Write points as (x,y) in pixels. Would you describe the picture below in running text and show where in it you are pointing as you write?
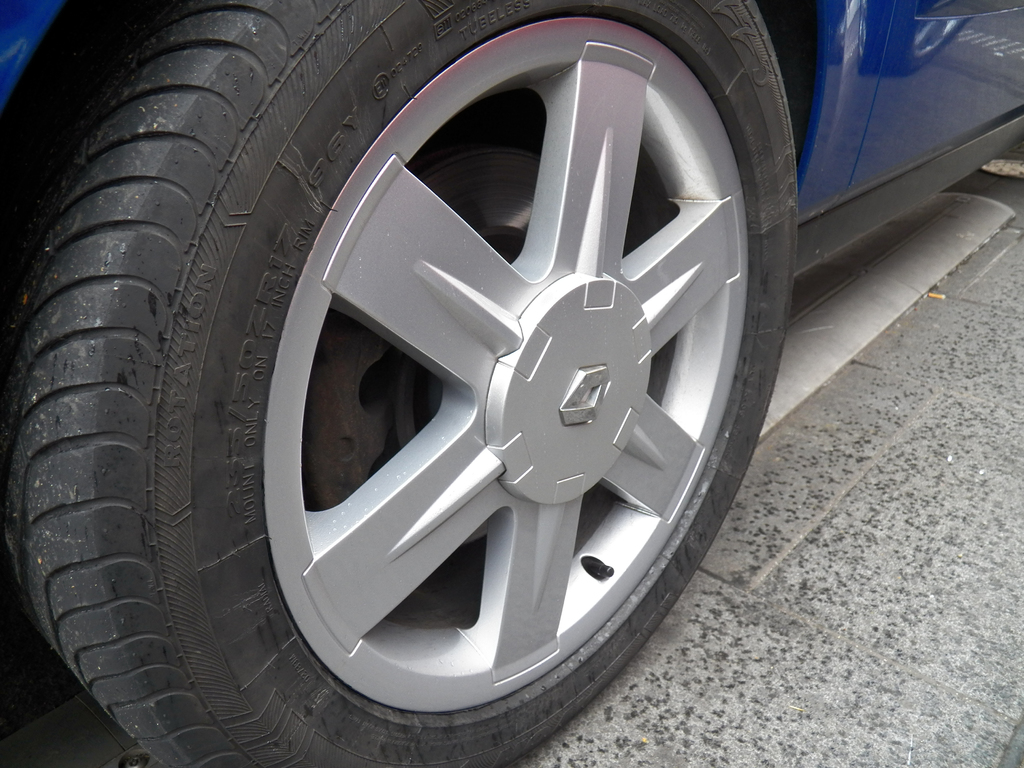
In this image we can see there is a blue color vehicle (610,363) on the ground (944,437).
